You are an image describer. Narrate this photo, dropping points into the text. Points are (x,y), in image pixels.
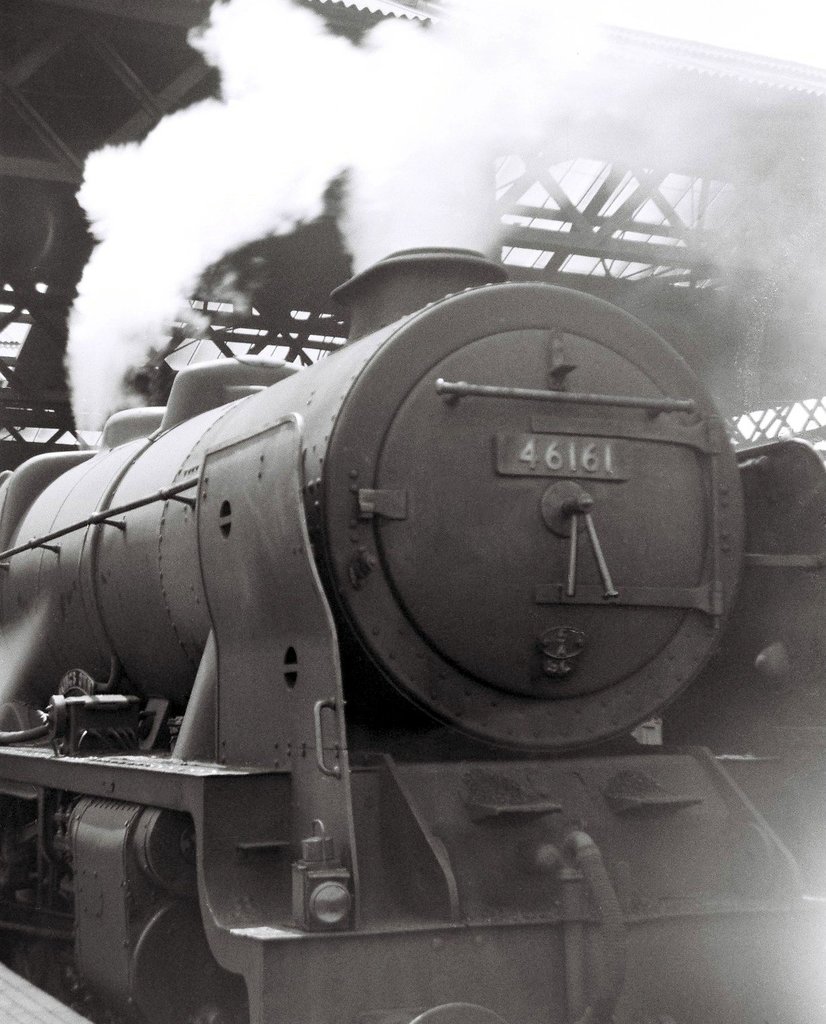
This is a black and white image where we can see a train engine (407,578), smoke (363,159) and foot over bridge (657,144).
